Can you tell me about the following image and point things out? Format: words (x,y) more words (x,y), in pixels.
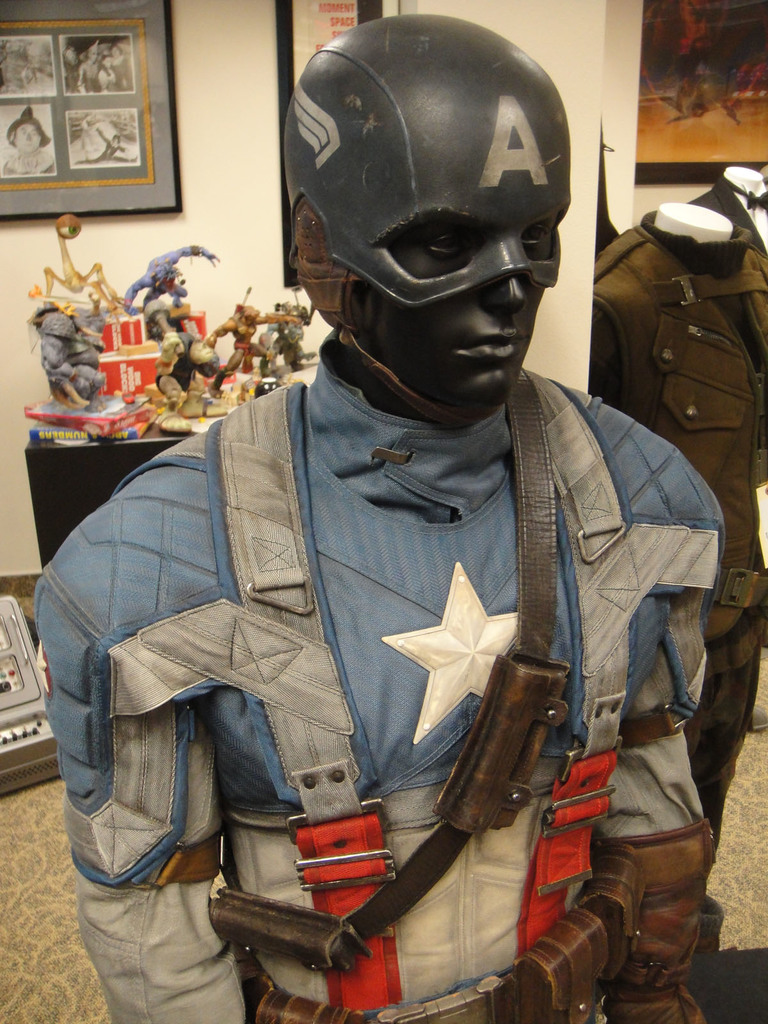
In the picture we can see a mannequin (473,588) with a costume (143,604) to it and behind it, we can see a desk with something on top of it and on the wall (27,241) we can see a photo frame (157,127) with some images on it.
